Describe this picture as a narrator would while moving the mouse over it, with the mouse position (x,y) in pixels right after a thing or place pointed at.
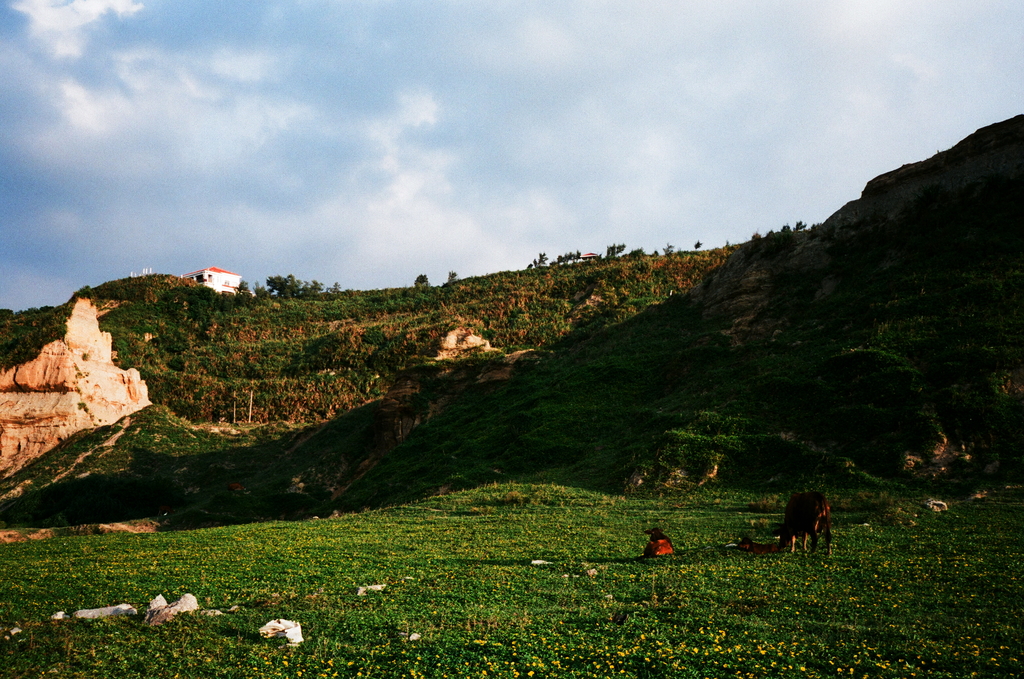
In this picture we can observe plants (560,615) and grass (497,550) on the ground (465,572). There is an animal (788,536) grazing grass (746,520) on the right side (786,523). In the background (201,418) there are hills (484,281), trees (282,290) and a house (216,283). We can observe a sky (261,142) with clouds (396,114).
